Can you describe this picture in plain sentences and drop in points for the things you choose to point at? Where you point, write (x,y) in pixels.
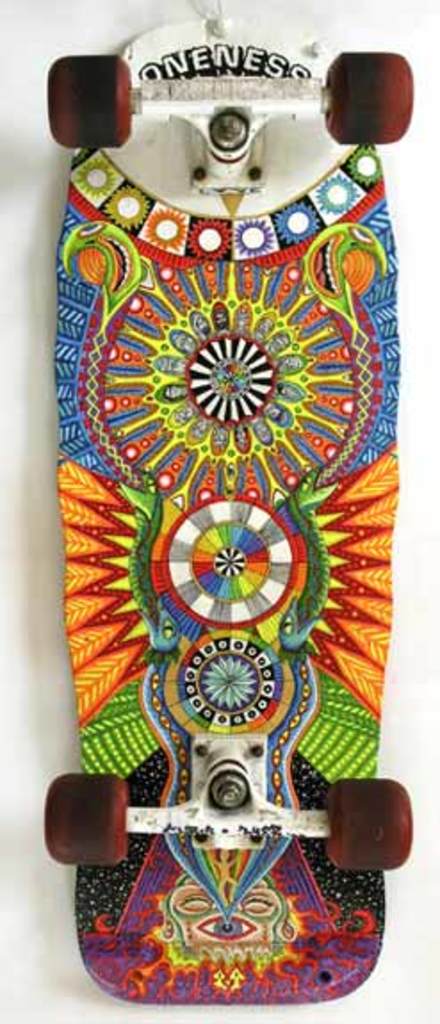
In this image we can see the skateboard (203,705) with a design (205,308) and we can see the white background (54,677).
